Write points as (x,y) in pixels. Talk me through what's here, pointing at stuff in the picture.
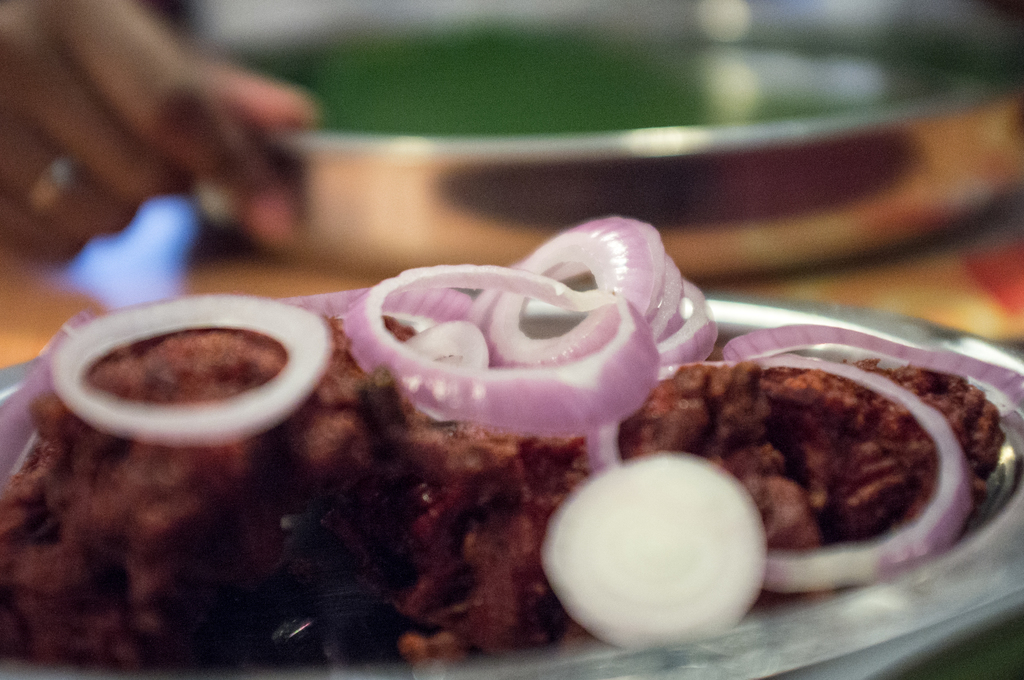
In this image there is a table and we can see plates (778,316) and some food (705,447) placed on the table (798,277). we can see a person's hand (91,185).
